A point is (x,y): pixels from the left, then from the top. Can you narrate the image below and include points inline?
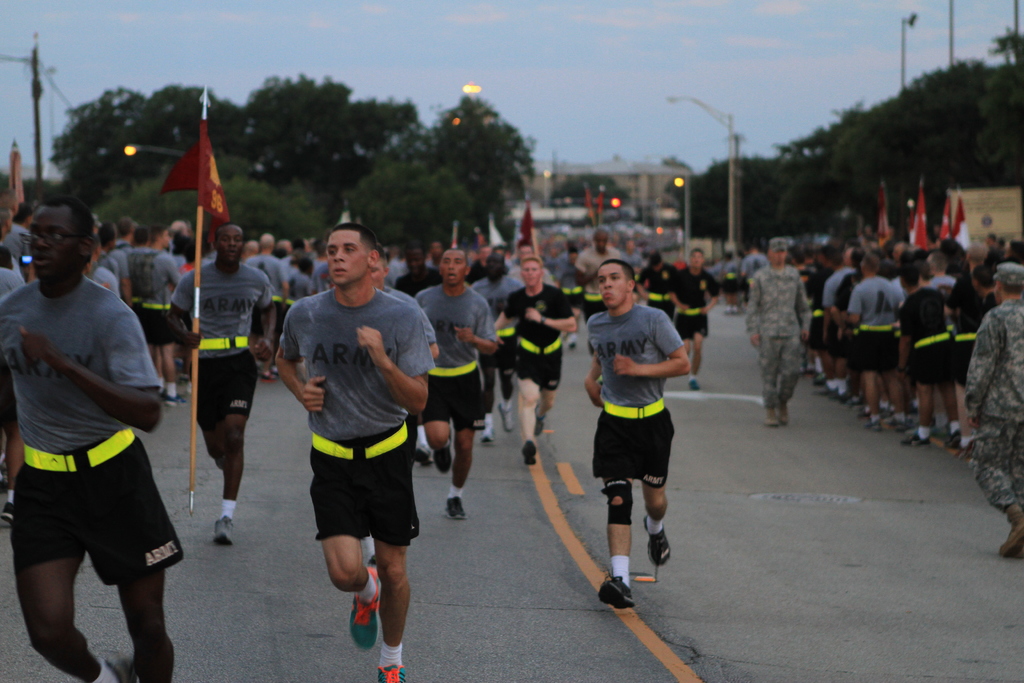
In this image in the center (507,358) there are persons (463,347) running and there are persons (219,291) holding flags (194,316) in their hands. On the right side (857,308) there are persons (879,318) walking and there are flags (917,216). In the background (432,172) there are trees (709,199) and poles (686,204) and there are buildings (663,198) and the sky (629,83) is cloudy.
